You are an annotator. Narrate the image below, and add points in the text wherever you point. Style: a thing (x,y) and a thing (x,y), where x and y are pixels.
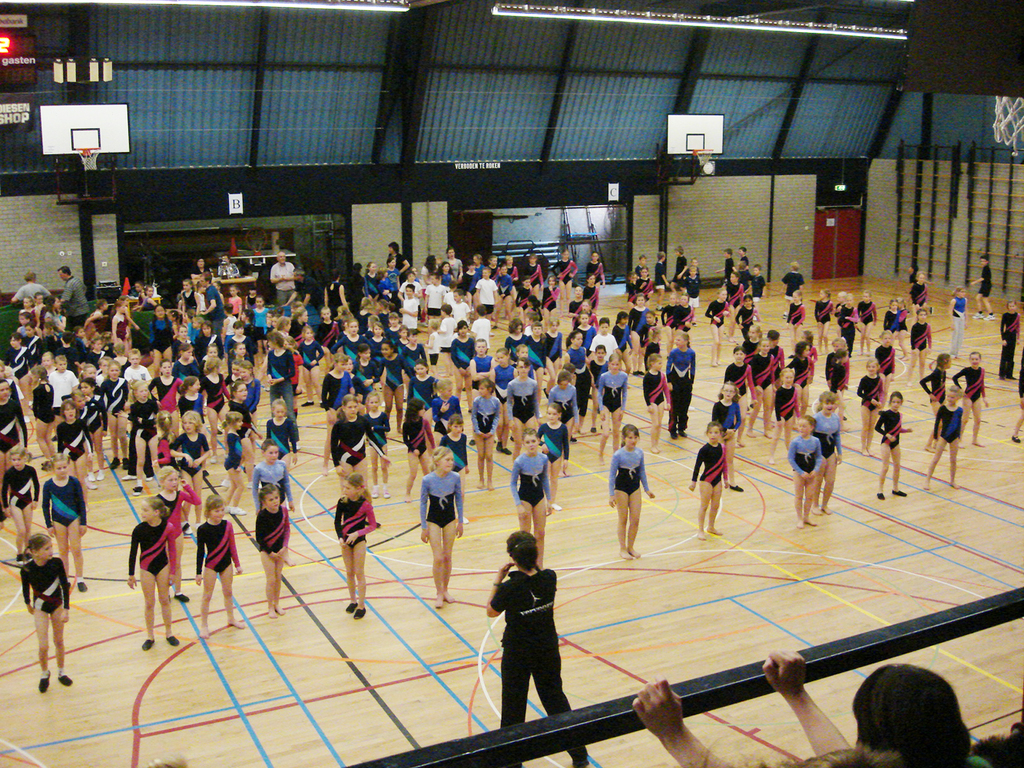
In this image we can see people (789,315) and there are hoops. At the bottom (698,689) there is a rod (682,696) and we can see a door (827,258). At the top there are lights (765,19).
